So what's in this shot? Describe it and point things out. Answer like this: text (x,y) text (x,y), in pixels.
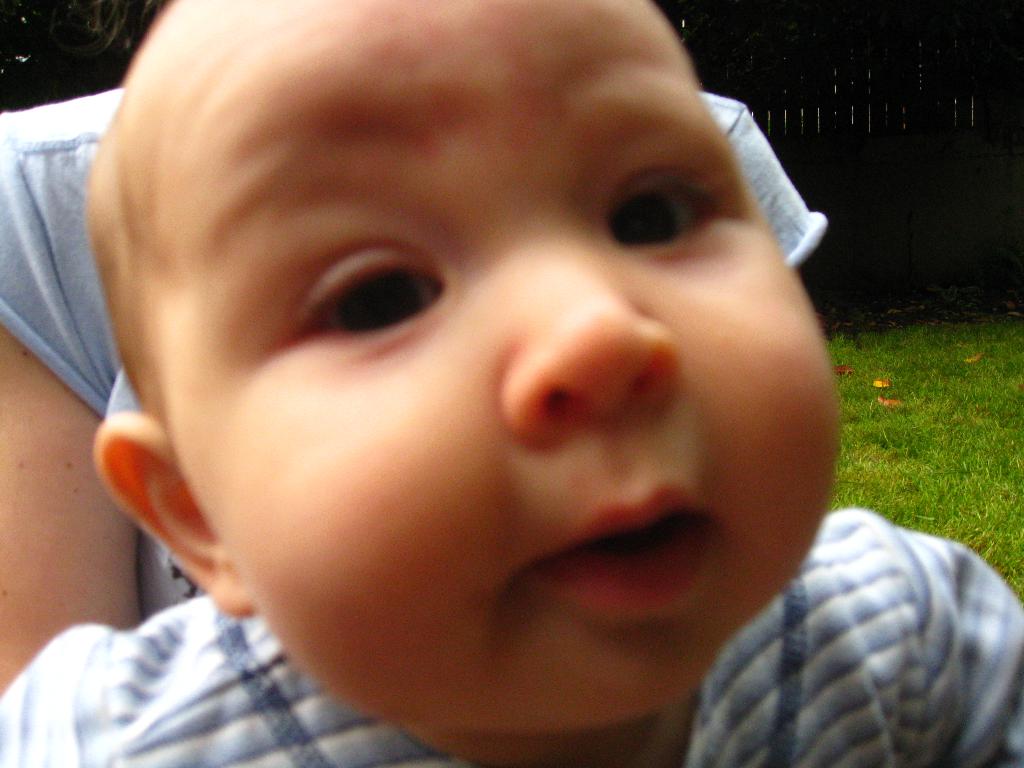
In this picture there is a small baby (801,428) looking into the camera. Behind there is a woman (57,412) holding him. In the background (884,352) there is a grass field (883,408).
